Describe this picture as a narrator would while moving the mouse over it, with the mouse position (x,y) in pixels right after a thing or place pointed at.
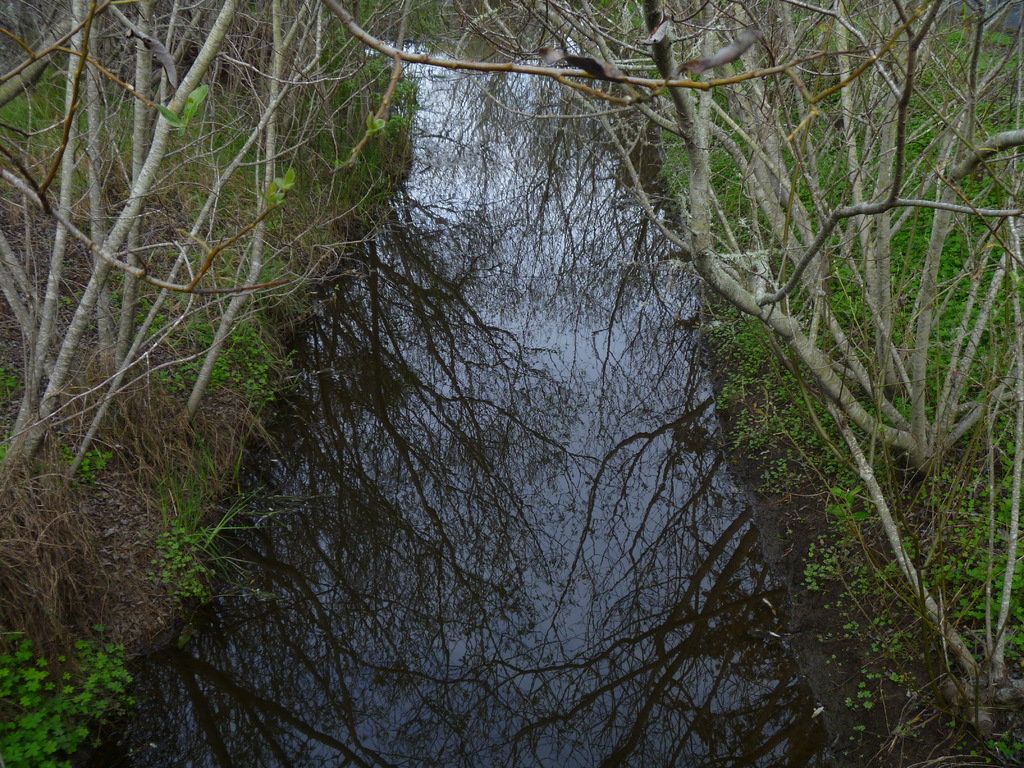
In the middle (485,482) this is water (474,545), there are trees (710,173).
